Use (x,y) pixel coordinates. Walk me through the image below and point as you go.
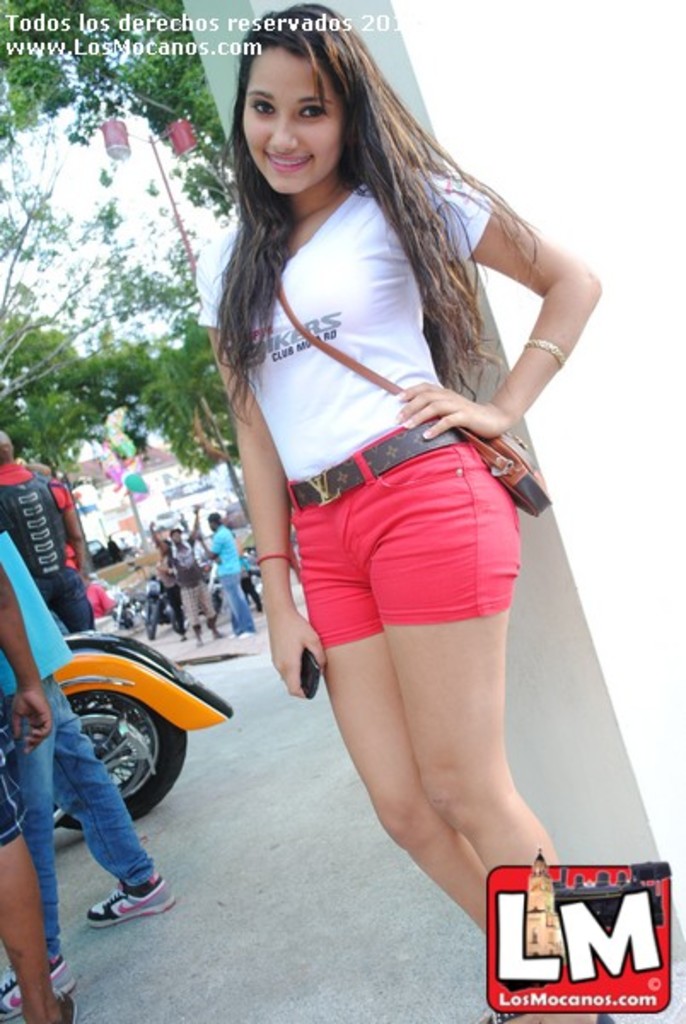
As we can see in the image there are few people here and there, motorcycle (152,697), a woman (433,535) wearing white color t shirt (377,330) and brown color bag (375,385). In the background (166,313) there are trees (127,256), building (122,523) and balloons (118,441).
